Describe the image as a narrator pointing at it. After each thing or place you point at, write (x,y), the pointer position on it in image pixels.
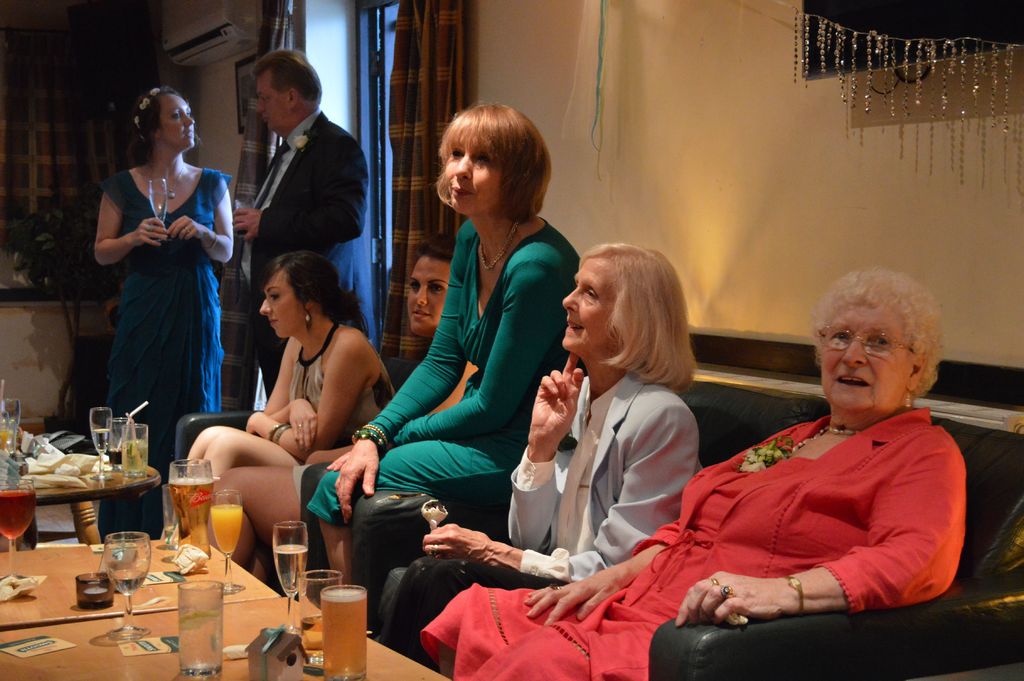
In this image there are some people (485,415) who are sitting on a couch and some of them are standing, in front of them there are some tables (36,597). On the tables (65,606) there are some glasses (208,598), cups (85,585), cards (151,639) and some other objects (285,638). And in the background (375,60) there is a door (372,66), curtains (407,94), plant (72,255) and air conditioner (217,39) and on the wall (234,93) there is one photo frame (248,101). On the right side (857,48) there is one television (878,61).
